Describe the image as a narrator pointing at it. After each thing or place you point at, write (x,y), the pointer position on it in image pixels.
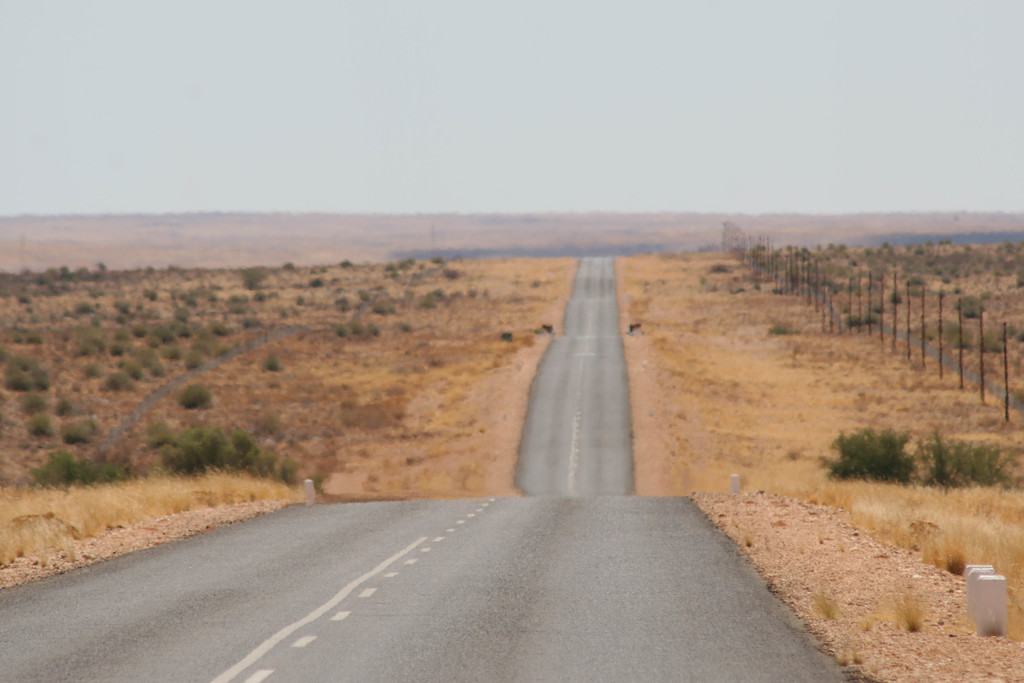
In this image we can see a road (600,418). To the both sides of the road (615,316) land (713,361) and plants (130,371) are there. Right side of the image (1007,375) fencing (869,327) is there. At the top of the image (322,113) sky (322,113) is present.
